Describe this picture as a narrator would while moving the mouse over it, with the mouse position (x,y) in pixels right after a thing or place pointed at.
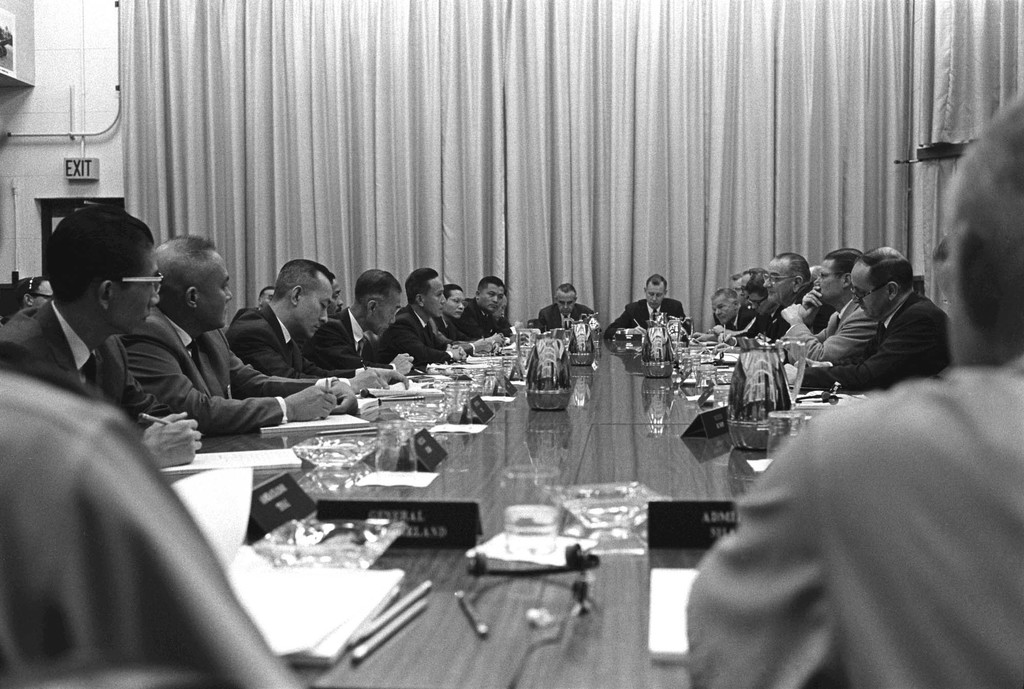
In this image I can see number of people (984,562) are sitting around this table (575,475). On this table (607,454) I can see few pens (379,644) and number of papers (336,653). In the background (635,139) I can see curtains (310,151) and a exit board (92,162).
